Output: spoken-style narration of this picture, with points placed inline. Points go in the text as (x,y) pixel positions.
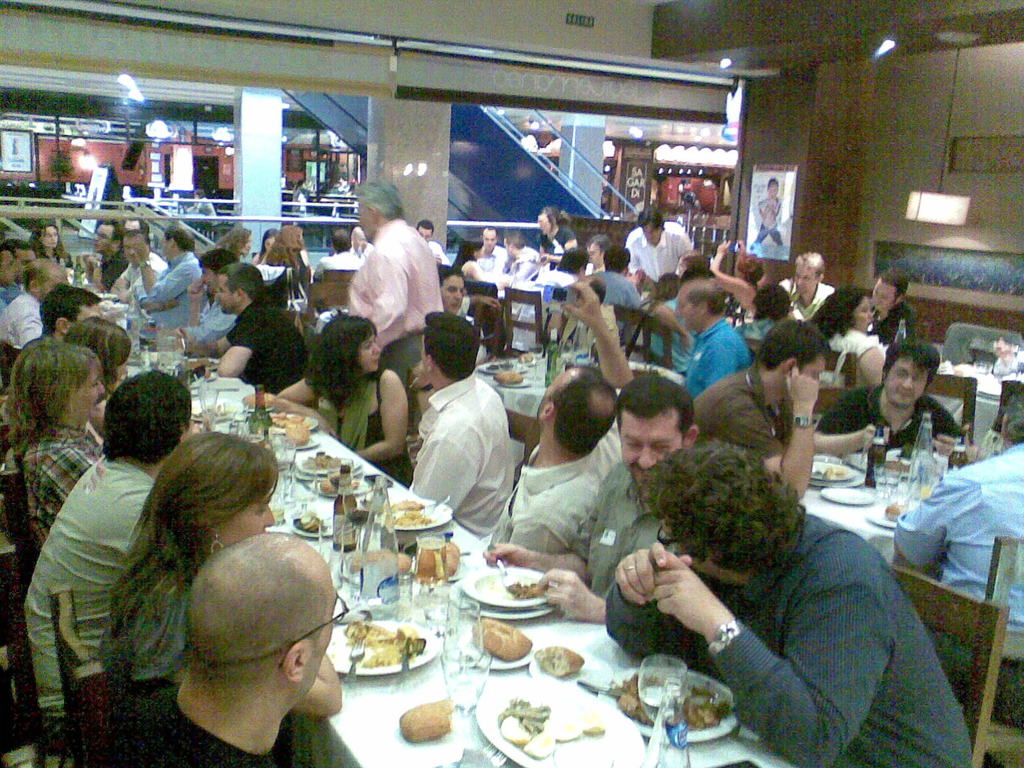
There are group of people (216,306) sitting on the chairs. This is a table (381,751) with plate (415,661) full of food (601,729), bottles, water bottle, wine glass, tumbler (470,636) and some other things (420,559) placed on the table (401,752). Here is the man (399,299) standing. This looks like an restaurant (976,363). This is a poster (772,197) attached to the wall (878,191). This is the ceiling light (938,208) hanging to the rooftop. This looks like curtains (551,70). This is a window (535,178) and I can see escalator (530,186) through the window (542,178).
